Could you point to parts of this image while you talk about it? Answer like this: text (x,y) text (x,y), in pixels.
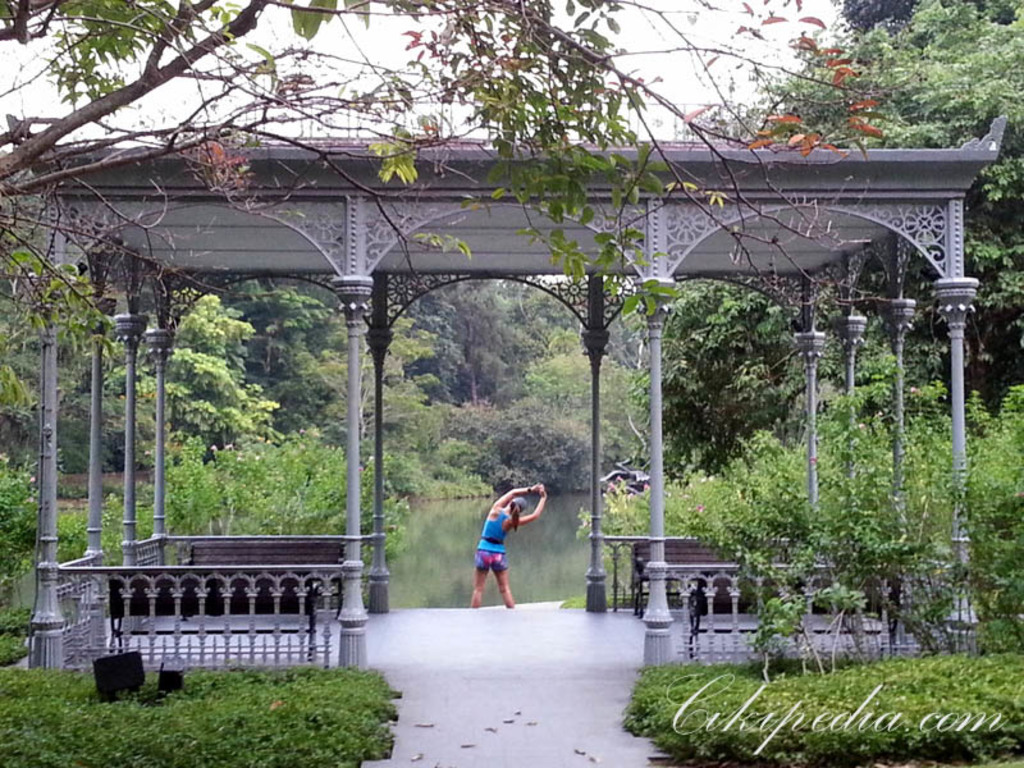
In this image, we can see a shed (304,573) with pillars (91,460) and railing (758,625). Here we can see benches (284,553). In the middle of the image (608,394), there are so many trees (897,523), water (425,533), plants (111,536) we can see. Here a person (488,555) is standing. At the bottom of the image (767,720), we can see a watermark (860,710). Top of the image (655,23), there is a sky (626,36).
